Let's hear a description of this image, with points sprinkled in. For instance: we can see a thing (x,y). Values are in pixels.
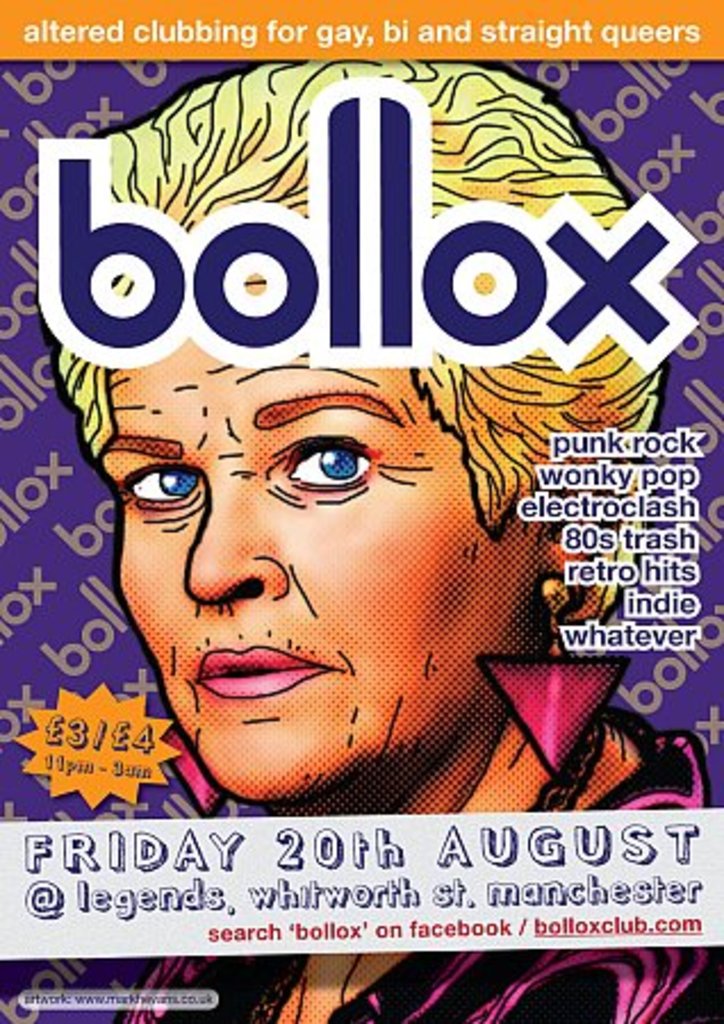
In this image we can see a poster (661,825) and there is some text (585,487) on it and we can see the picture (462,733) of a person (453,691).
